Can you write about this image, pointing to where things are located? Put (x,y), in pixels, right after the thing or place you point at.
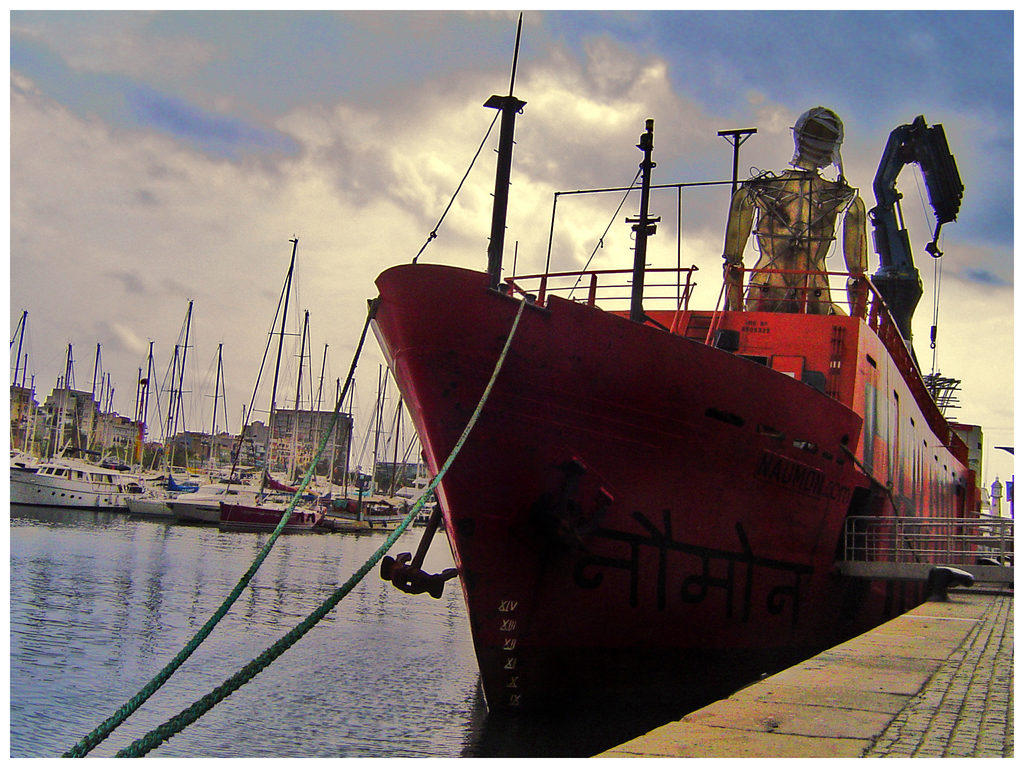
In this image I can see few boats (475,519) floating on the water (272,628). At the top (244,234) I can see clouds (451,171) in the sky (403,220).
